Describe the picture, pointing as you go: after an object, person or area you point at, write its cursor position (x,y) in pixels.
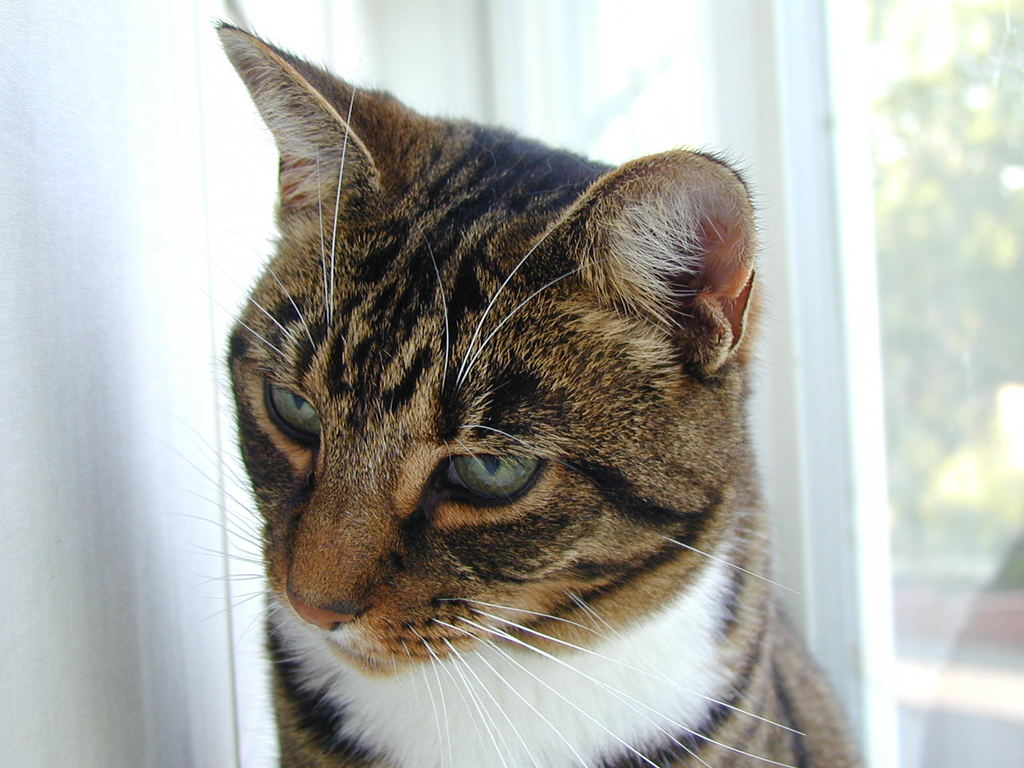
In this image there is a cat (292,388), beside the cat (264,406) there is a wall (130,499), behind the cat (745,287) there is a glass door (800,201).
